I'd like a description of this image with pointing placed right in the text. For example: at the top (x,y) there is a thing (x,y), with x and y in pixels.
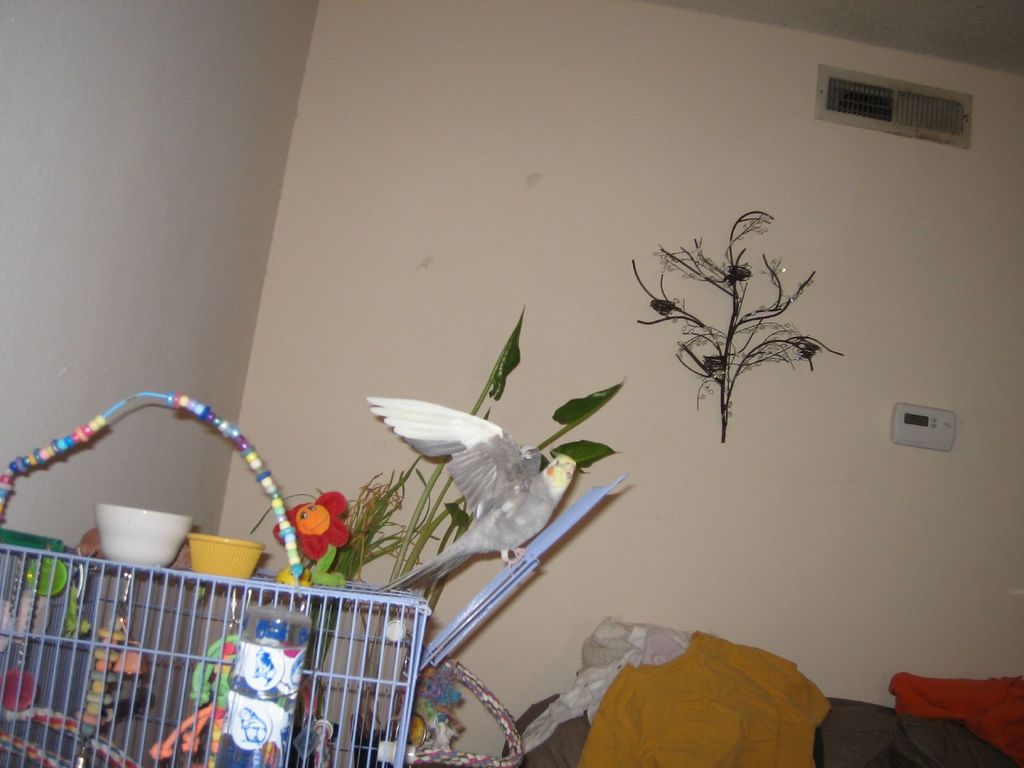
In this image, we can see a wall (759,262). There is a wall art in the middle of the image (636,272). There is cage (211,620), bottle (300,660), plant (423,498) and bird (458,479) in the bottom left of the image (167,723). There is a couch (904,741) in front of the wall (290,350). There are some clothes (999,689) in the bottom right of the image (777,703).
